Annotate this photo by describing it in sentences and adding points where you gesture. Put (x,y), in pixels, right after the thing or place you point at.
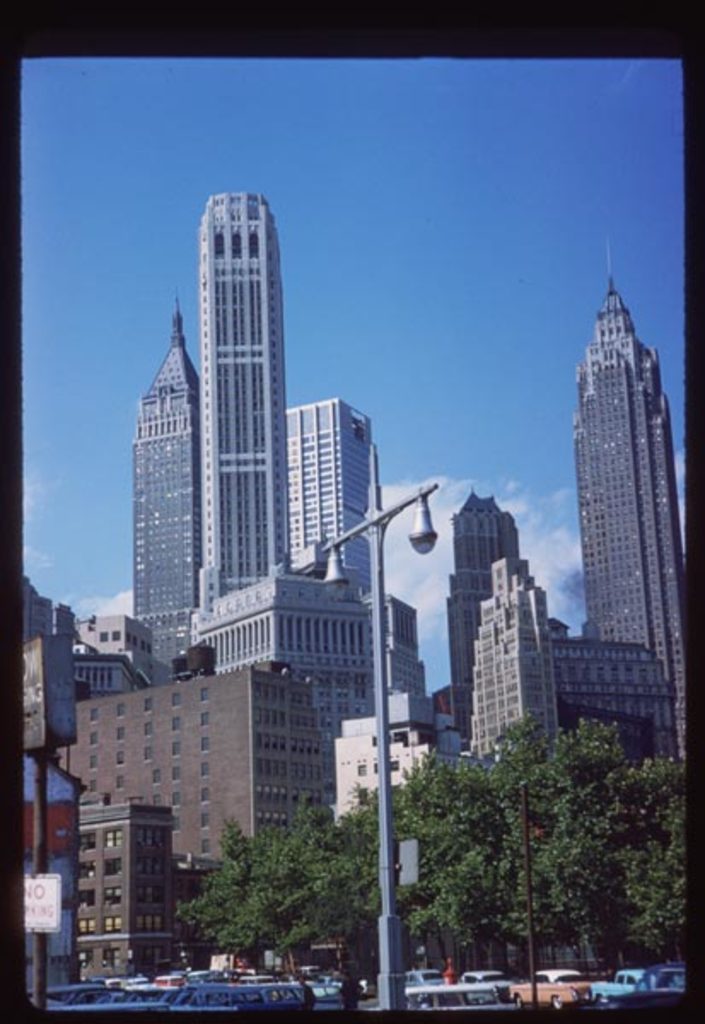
In this image I can see number of vehicles (569,983), few poles (431,532), few boards (29,898), few trees (327,893) and in the background (368,615) I can see number of buildings (360,784), clouds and sky (379,145). I can also see something is written on this board (52,917).
